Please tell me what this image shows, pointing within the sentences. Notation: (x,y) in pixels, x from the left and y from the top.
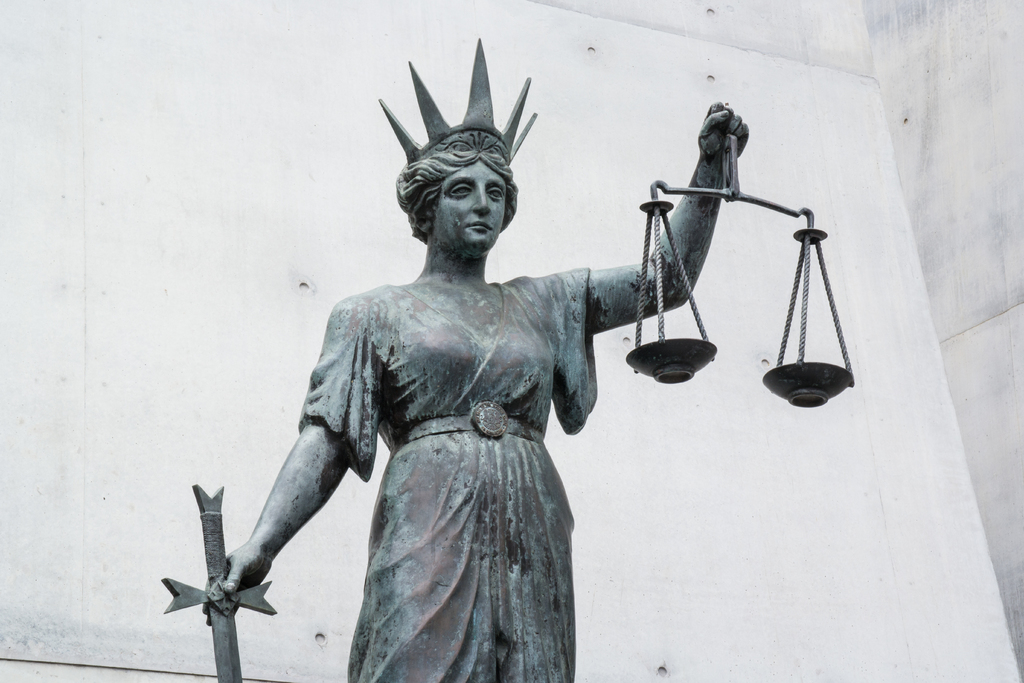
In this image there is a statue (428,528) holding some objects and there is a wall (310,344).
